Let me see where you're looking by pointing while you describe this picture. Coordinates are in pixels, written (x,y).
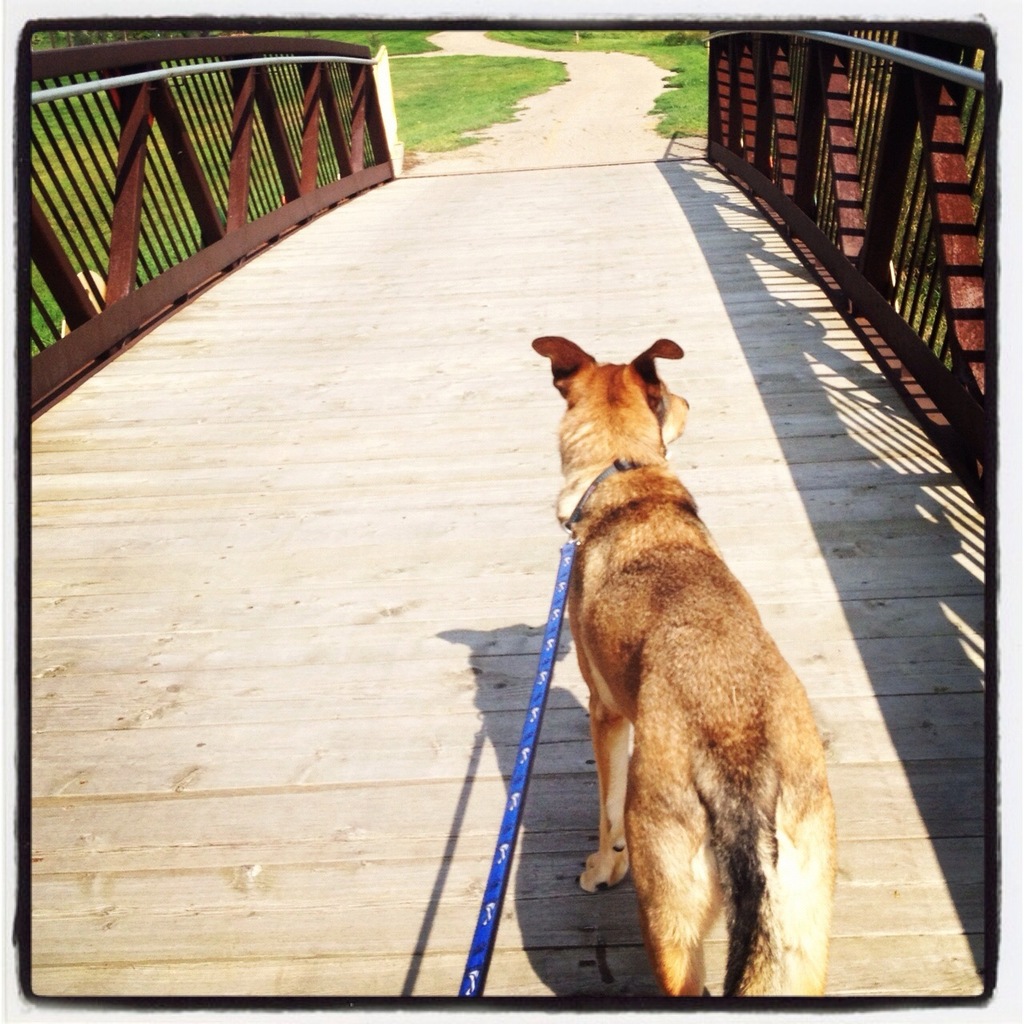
In this image we can see a dog (692,563) with a leash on the wooden surface (410,425). We can also see the railing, pathway (602,55) and grass (476,121).
